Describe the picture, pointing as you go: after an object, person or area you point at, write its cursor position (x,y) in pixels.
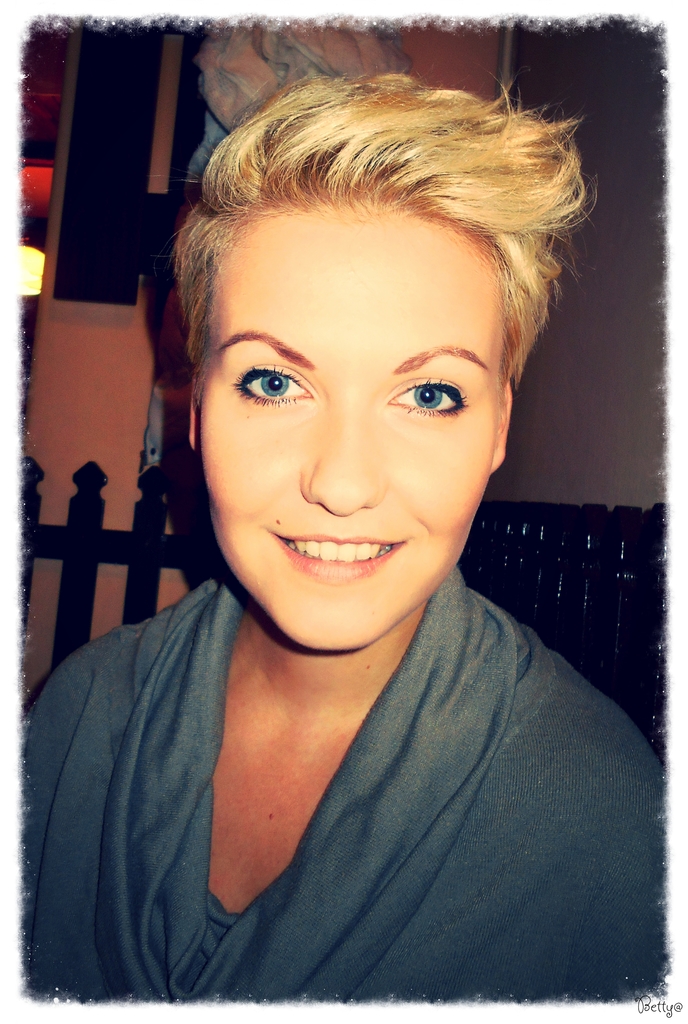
In the center of the image (285,643) we can see one person (316,715) is smiling. In the background (576,417) there is a wall (538,475) and a few other objects (603,543).
